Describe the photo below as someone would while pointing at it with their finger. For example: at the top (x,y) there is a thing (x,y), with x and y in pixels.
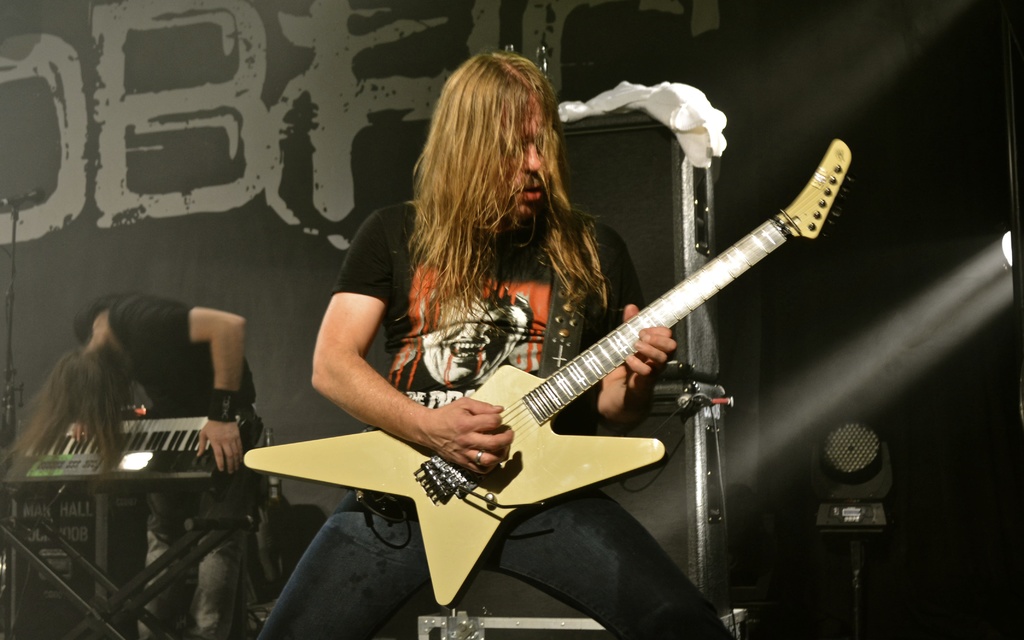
In this image, there are a few people (407,296) playing musical instruments (550,387). We can also see some objects (619,195) like a microphone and a stand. In the background (350,135), we can see the wall (226,111) with some text (323,9).
